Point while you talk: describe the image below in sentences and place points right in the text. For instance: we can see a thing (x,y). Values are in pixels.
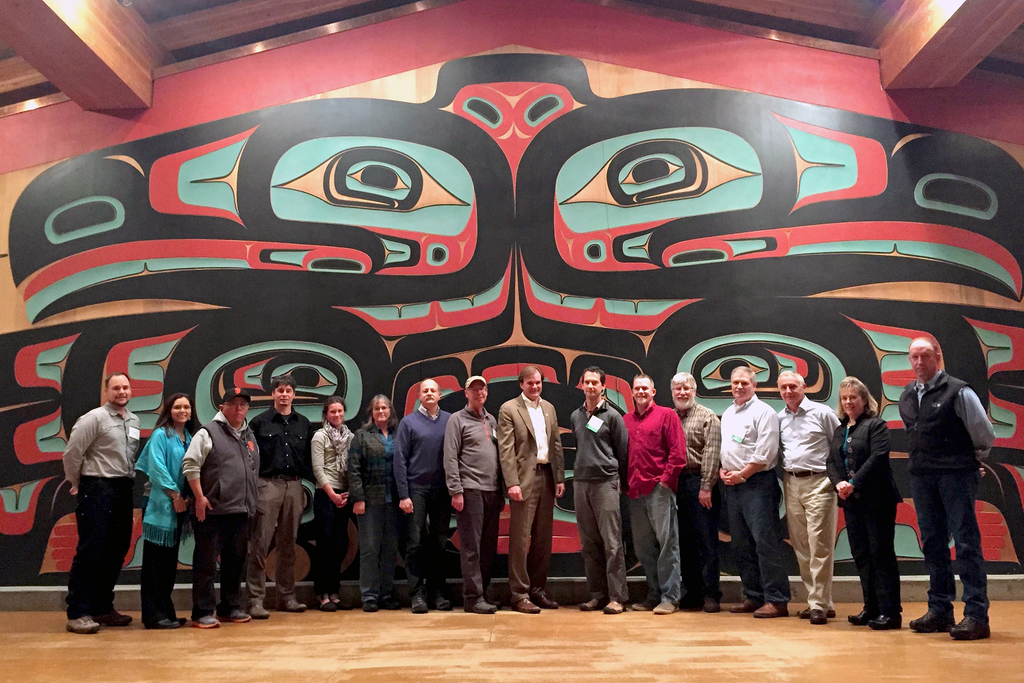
In this image I can see few people (847,463) standing and wearing different color. Back I can see different color painting (533,190) on the wall (167,106).
